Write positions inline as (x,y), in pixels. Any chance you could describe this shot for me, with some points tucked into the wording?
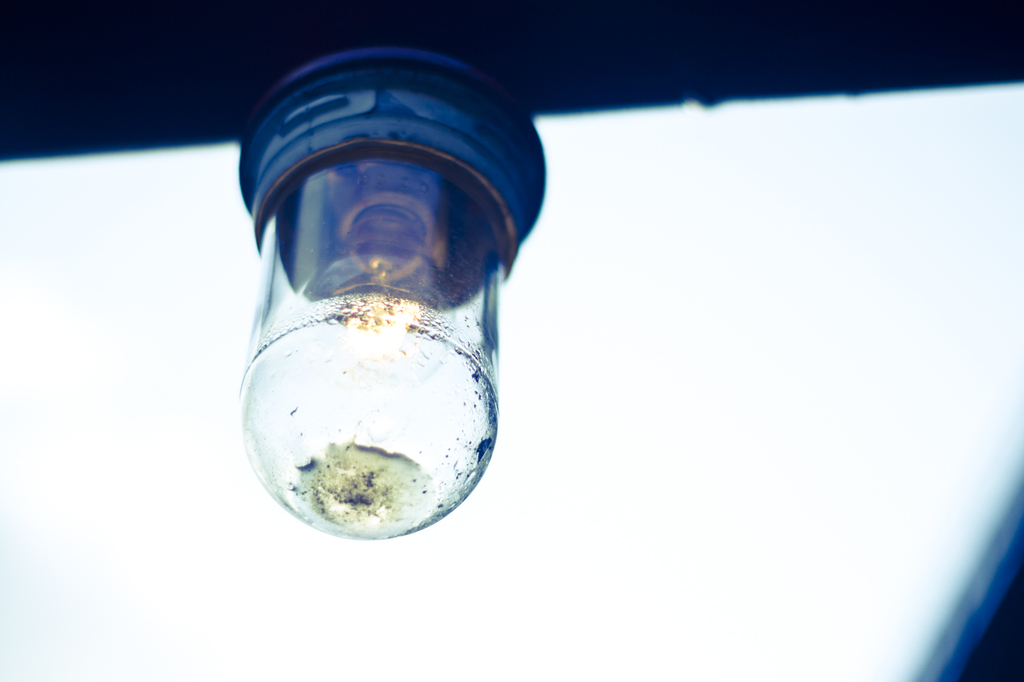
In this picture we can see a bulb (279,462) and in the background (104,318) we can see white color.
